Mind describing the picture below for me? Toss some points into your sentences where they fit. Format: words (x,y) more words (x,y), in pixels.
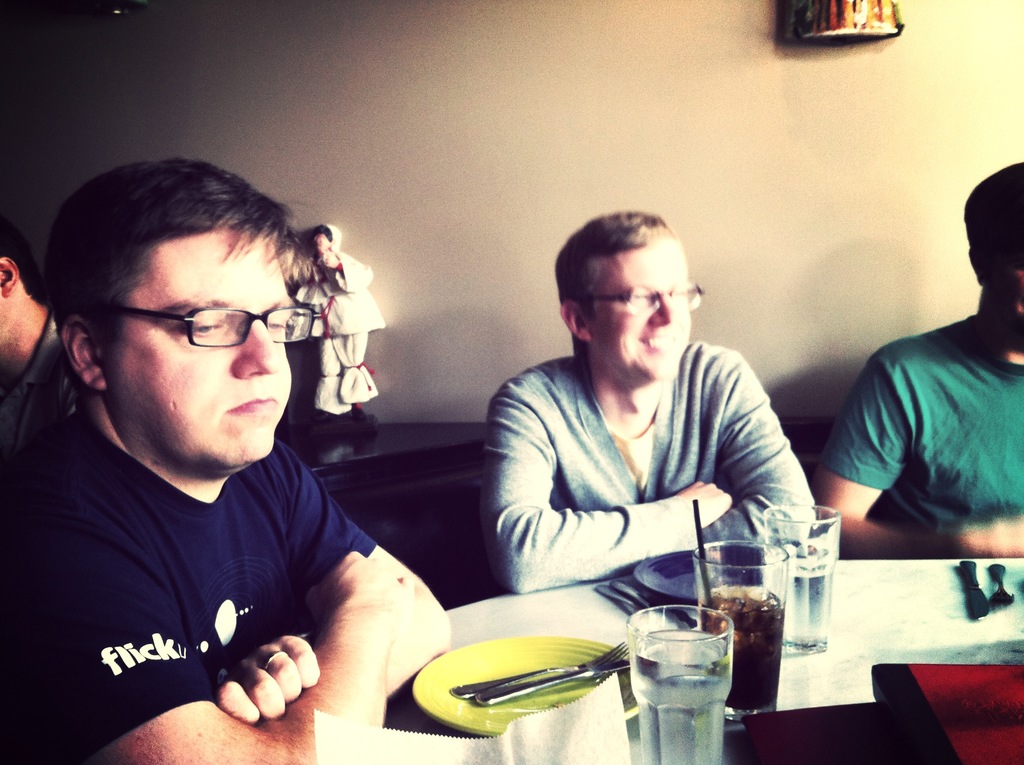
In this image we can see this people (513,486) sitting around the table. We can see glasses (735,621) with drink (746,612) in it, plates (556,663), forks (591,668), knives (555,682) and files (888,707) on the table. In the background (362,407) we can see toy (343,401) and a wall (765,231).
